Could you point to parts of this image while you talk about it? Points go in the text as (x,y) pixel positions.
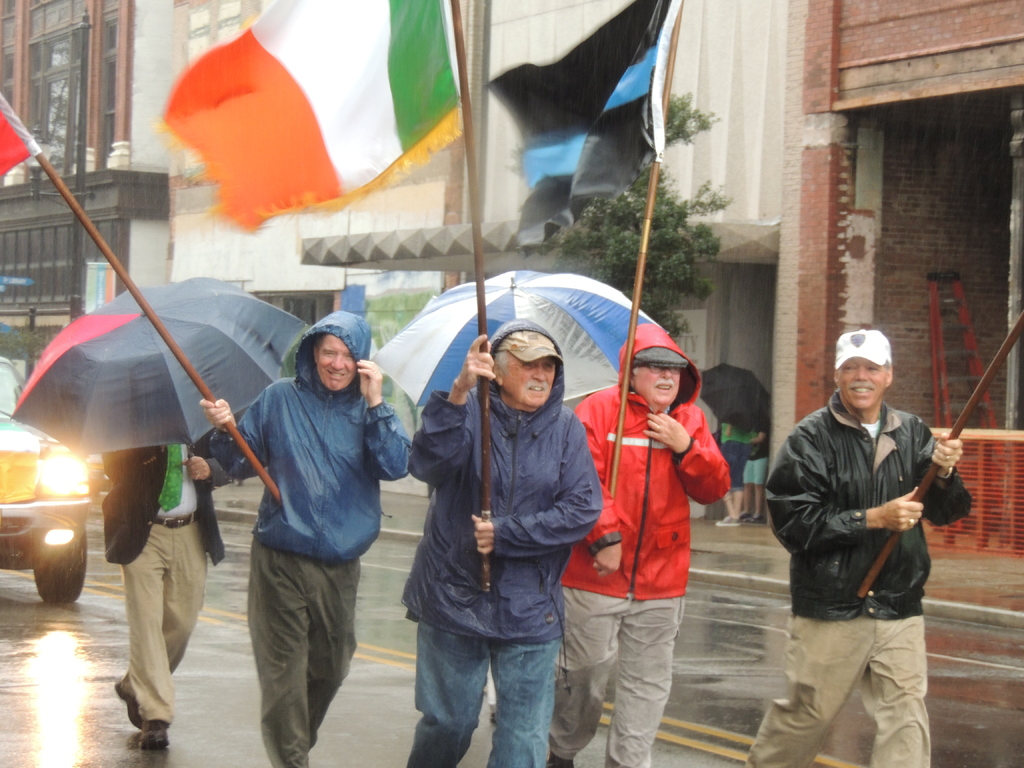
In this image I can see four persons (707,440) are holding flag poles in hand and two persons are holding an umbrellas (195,388) on the road (737,649). In the background (36,259) I can see vehicles (20,445), buildings (71,273), trees (589,216) and windows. This image is taken may be during a rainy day.
